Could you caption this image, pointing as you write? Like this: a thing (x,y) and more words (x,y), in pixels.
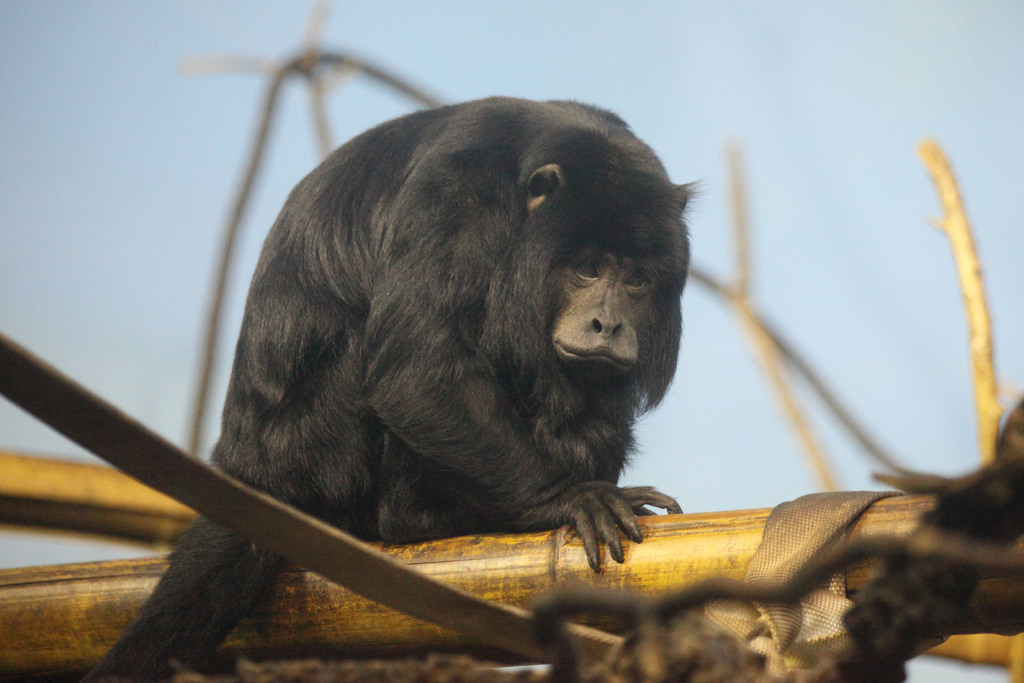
In this image we can see an animal (505,492) on a wooden surface (467,547). Behind the animal (534,230) we can see the sky (922,301).
